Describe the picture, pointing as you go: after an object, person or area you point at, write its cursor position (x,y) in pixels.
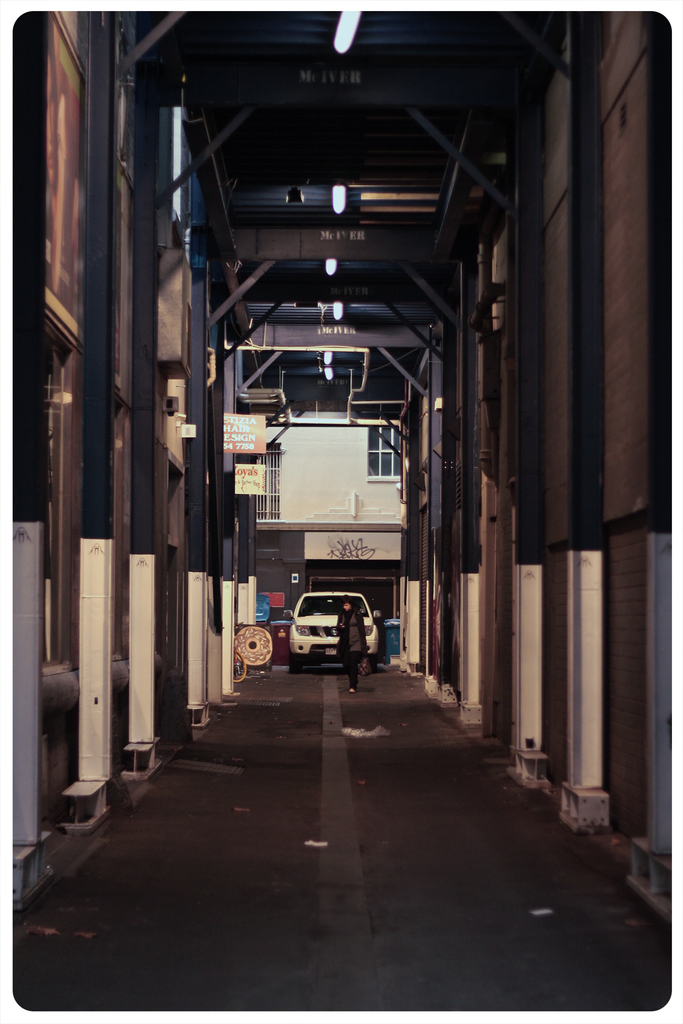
In this image there is a person (346,646) standing, behind the person (340,637) there is a car (334,632) and some other object (265,653), behind the car (304,600) there is a building (347,507) with glass windows (378,466) and metal rods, on the either side of the image there are walls (114,533) with metal rod pillars (572,469), on top of the image (326,161) there are lamps (334,206) on the metal roof (331,155) with metal rods (455,158).
